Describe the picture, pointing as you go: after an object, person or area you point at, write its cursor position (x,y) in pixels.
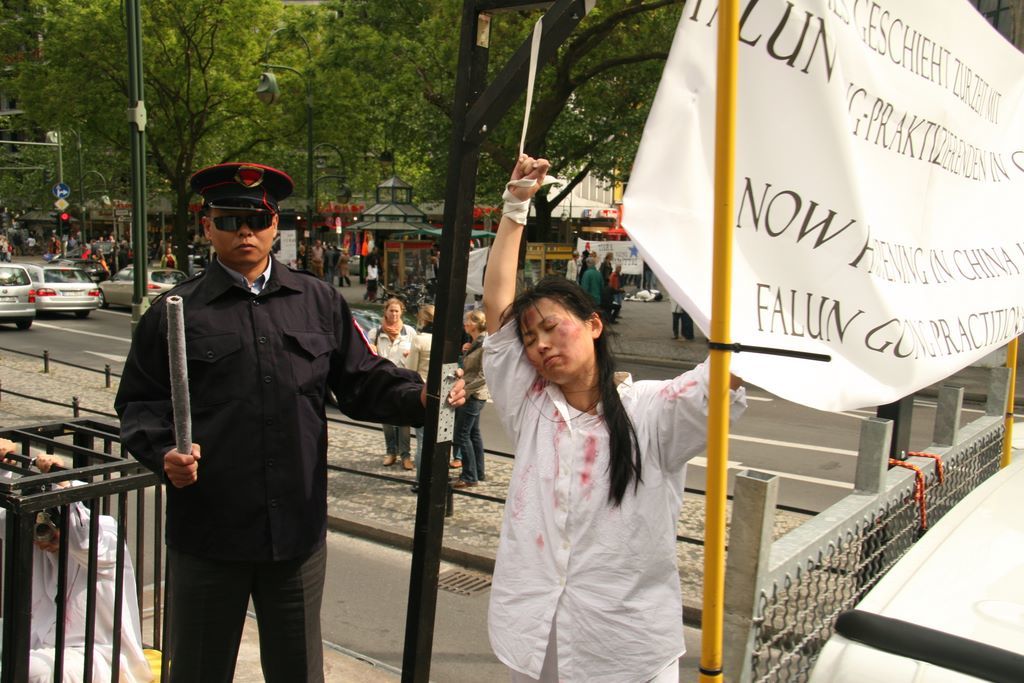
In this picture we can see a man (318,538), woman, he is holding a stick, wearing a cap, goggles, here we can see banners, fence (756,576), people (38,666), metal poles (716,585), electric poles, people (70,512), vehicles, traffic signal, direction board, poster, road (455,644), sheds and some objects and in the background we can see trees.
